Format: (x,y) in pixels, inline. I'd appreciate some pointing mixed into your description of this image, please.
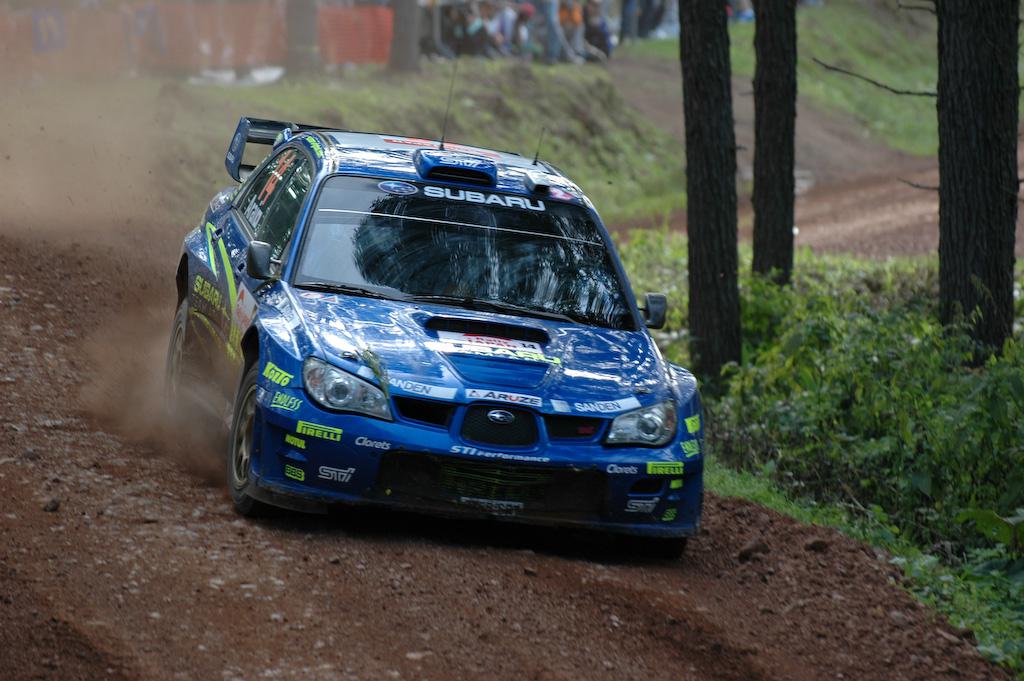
In the center of the image (609,302), we can see a car (491,343) and in the background (507,37), there are trees (699,114), people (595,34) and at the bottom (274,600), there is ground (202,626).
